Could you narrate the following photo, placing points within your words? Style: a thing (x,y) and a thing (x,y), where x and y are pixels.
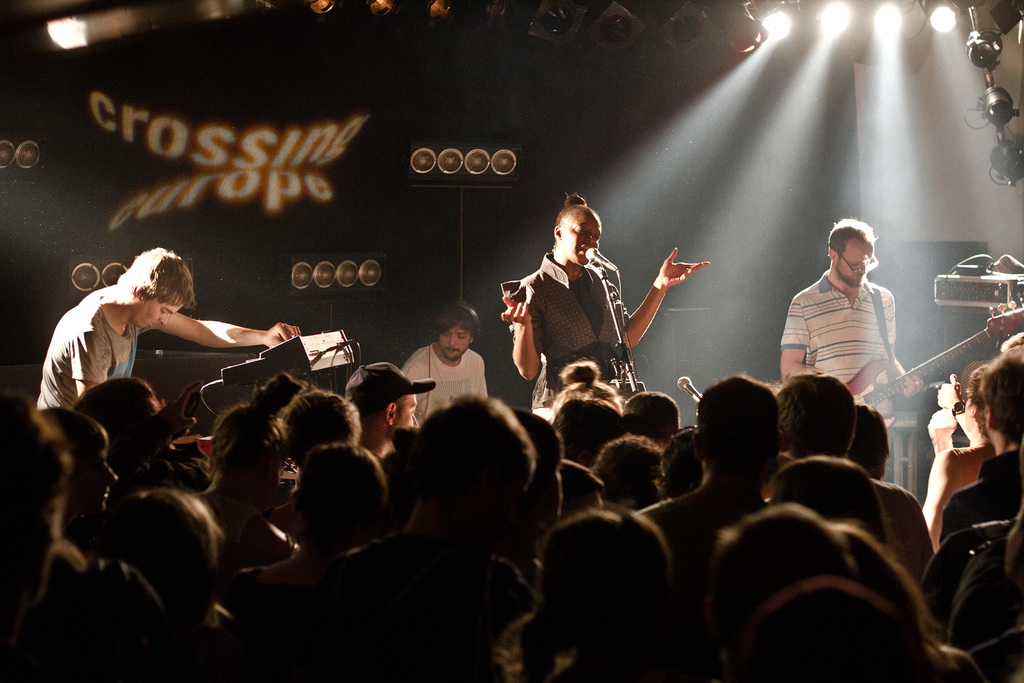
On the stage (116,277) there are four men (807,353). A man (850,341) in right (893,331) is standing and he is playing guitar (886,364). The man (552,322) in the middle (548,300) is standing and singing. In front of him there is a mic (611,268). A man (466,357) with white t-shirt (453,368) is sitting. And the man (84,318) in the left side (119,329) is standing and playing keyboard (243,372). There is a crowd (605,583) in front of the stage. In the background (250,139) there is a poster (287,141) and on the top (940,13) there are many lights (749,33).
